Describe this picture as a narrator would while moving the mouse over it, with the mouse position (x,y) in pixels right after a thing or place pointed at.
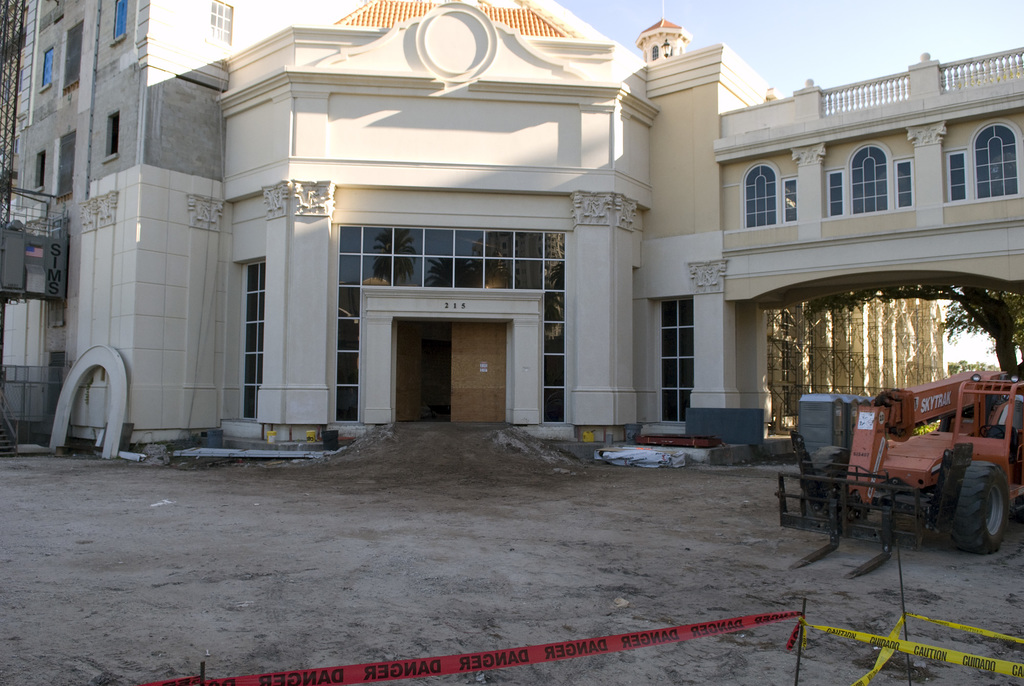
Building (540,135) with glass windows (856,175). Here we can see a vehicle (870,488) and tree (1001,319).
